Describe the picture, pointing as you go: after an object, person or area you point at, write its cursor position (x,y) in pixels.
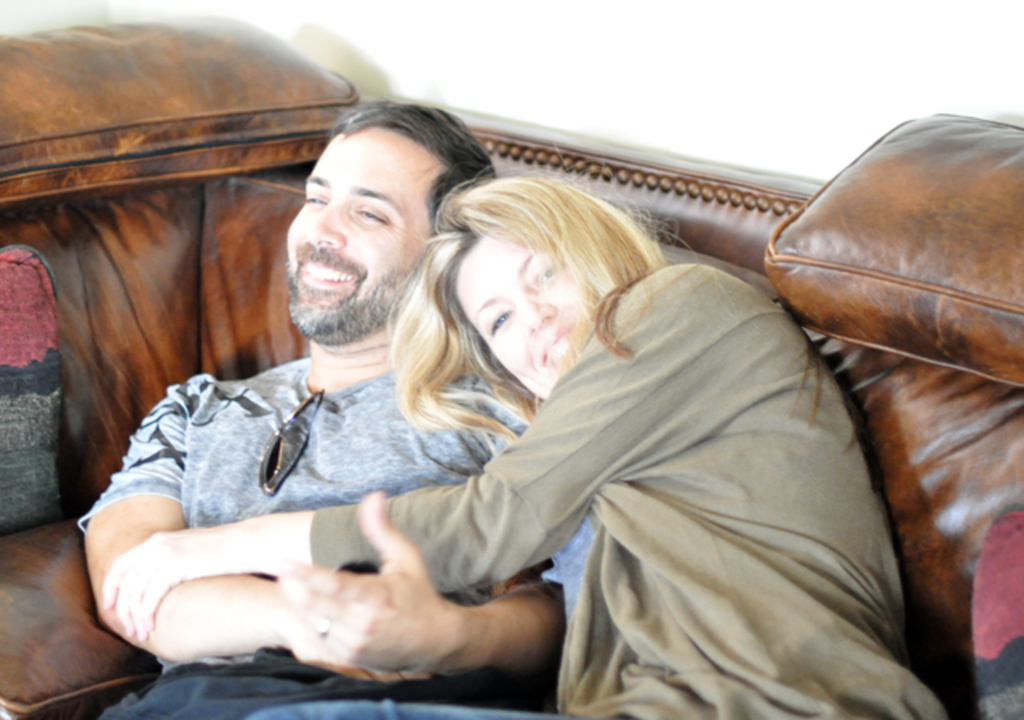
In this image I can see two persons (451,304), the person (748,441) at right (732,431) is wearing green color shirt (665,514) and the person (341,411) at left (182,417) is wearing gray color shirt (239,431) and I can see the couch (135,239) in brown color. In the background (610,51) the wall (610,51) is in white color.
